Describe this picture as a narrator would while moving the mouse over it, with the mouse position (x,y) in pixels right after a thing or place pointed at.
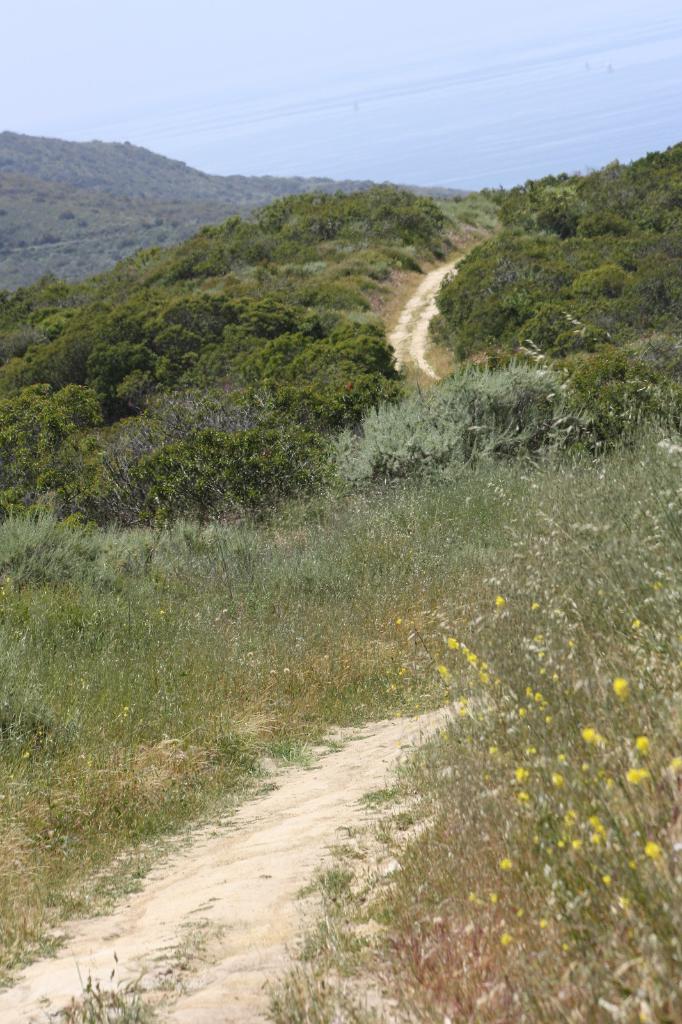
This picture shows trees (309,223) on the hill (169,222) and we see grass (359,981) on the ground (178,594) and a blue cloudy sky (582,7).
